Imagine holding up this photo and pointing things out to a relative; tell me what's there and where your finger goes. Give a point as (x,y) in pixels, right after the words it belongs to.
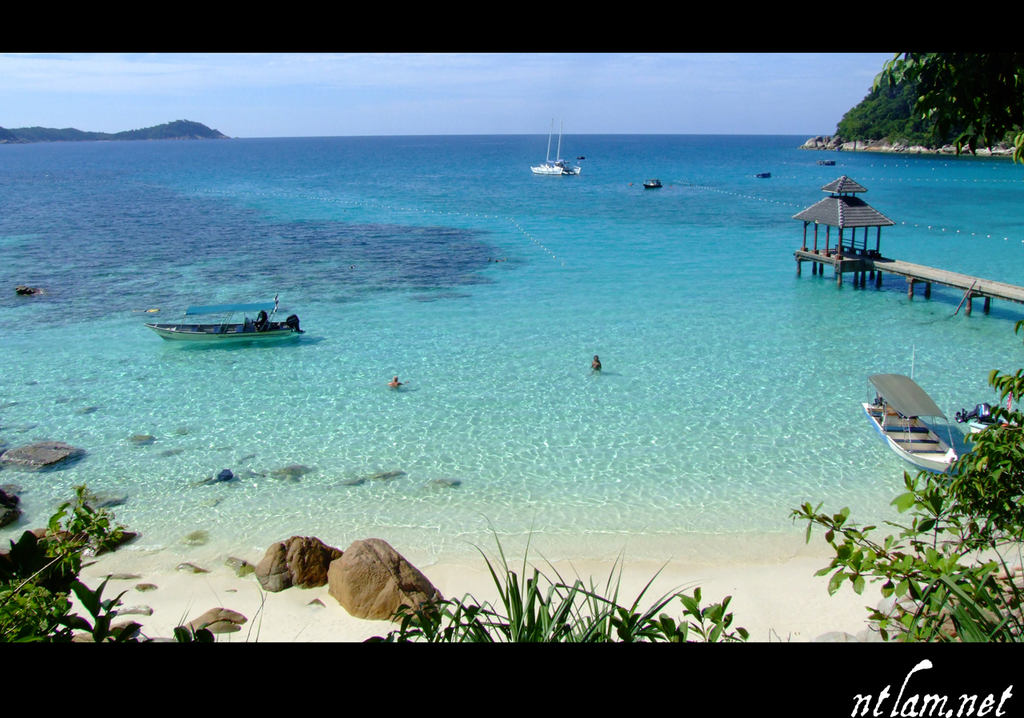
In the bottom right (918,685), there is a watermark (964,689). Beside this watermark (967,707), there are plants (918,604). On the left side (24,573), there are plants (110,624). In the background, there are rocks (355,589) on the sand surface (184,580), there are boats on the water (548,210), there is a bridge (966,283), there are mountains (36,135) and there are clouds (94,58) in the blue sky (638,64).
